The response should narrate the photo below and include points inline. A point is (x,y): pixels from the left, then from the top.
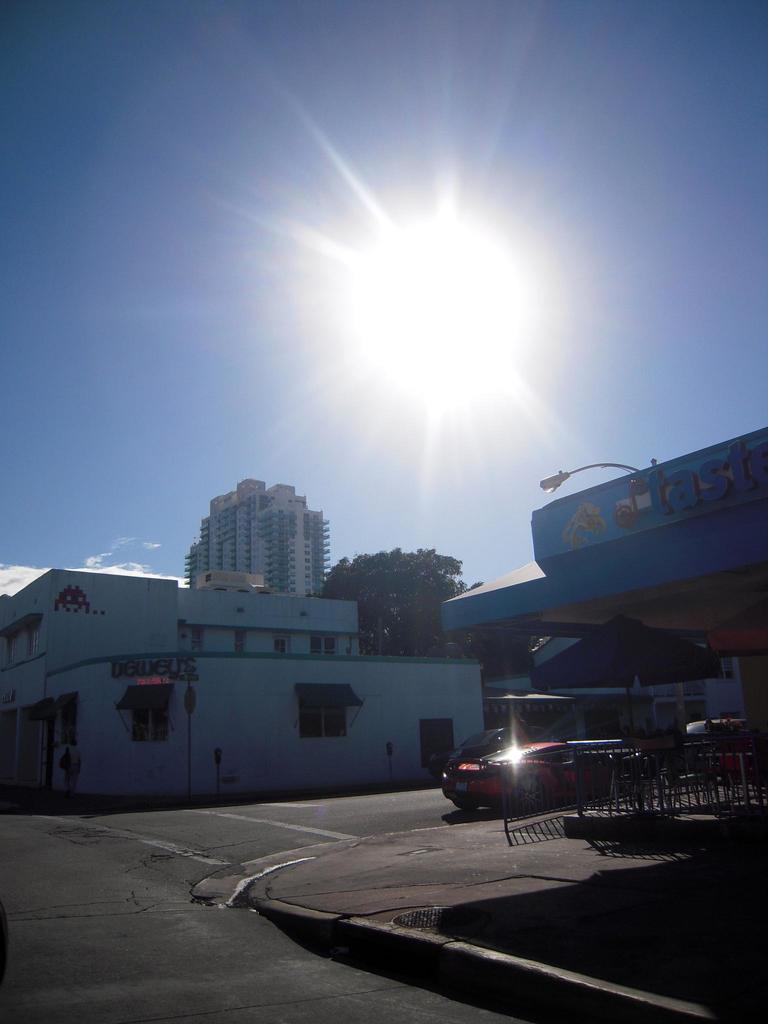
In this image there are buildings (308,604), trees (400,562), light (555,479), grilles (636,782), vehicles (492,770), sunlight (412,318), road (73,859), sky (404,327), person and objects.
